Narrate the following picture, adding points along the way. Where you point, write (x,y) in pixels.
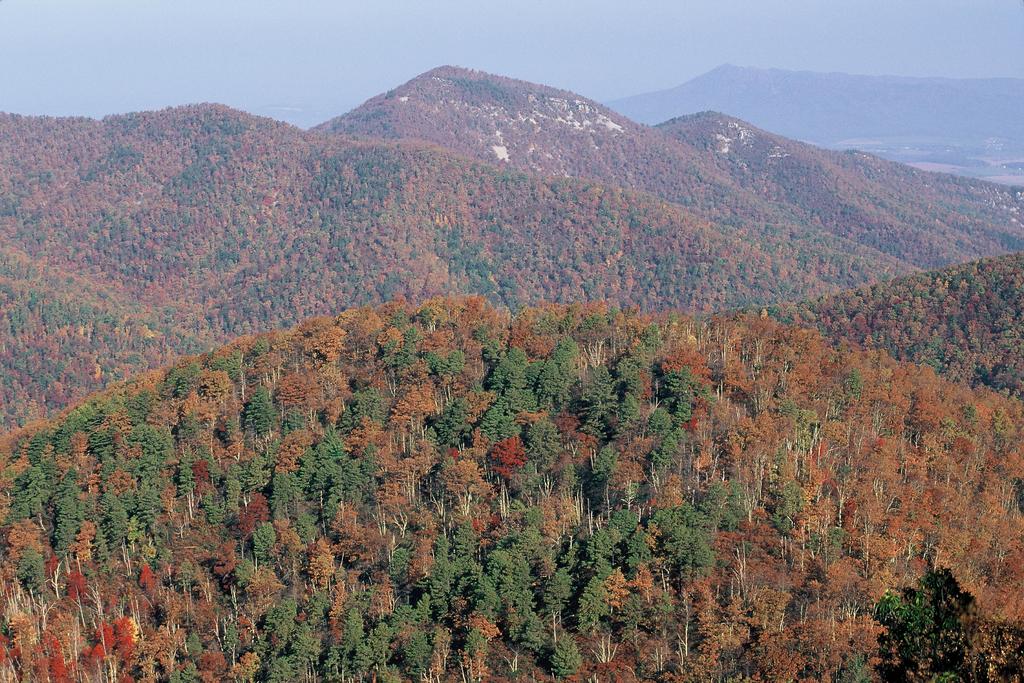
In this picture we can observe trees (496,386) and hills (338,252). There are brown and green color trees (413,431). In the background (446,107) there are hills (418,88) and a sky (471,61).
